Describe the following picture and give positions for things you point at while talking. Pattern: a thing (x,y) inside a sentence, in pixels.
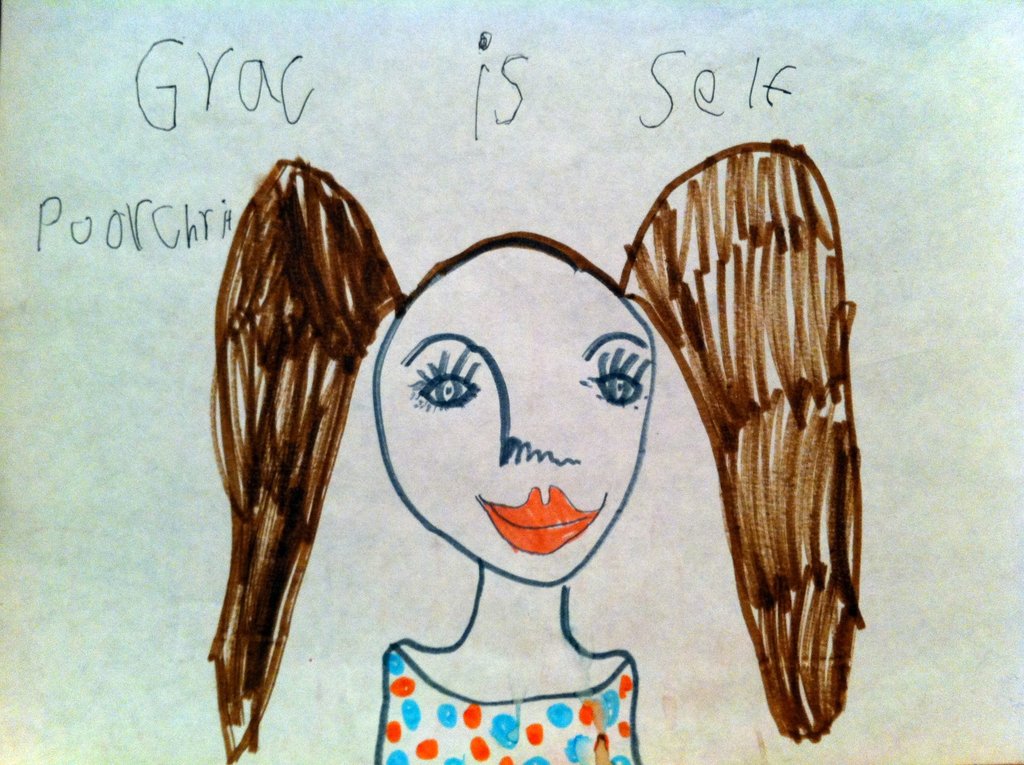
In this image we can see the picture of a girl (515,539) and some text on the paper (304,346).
